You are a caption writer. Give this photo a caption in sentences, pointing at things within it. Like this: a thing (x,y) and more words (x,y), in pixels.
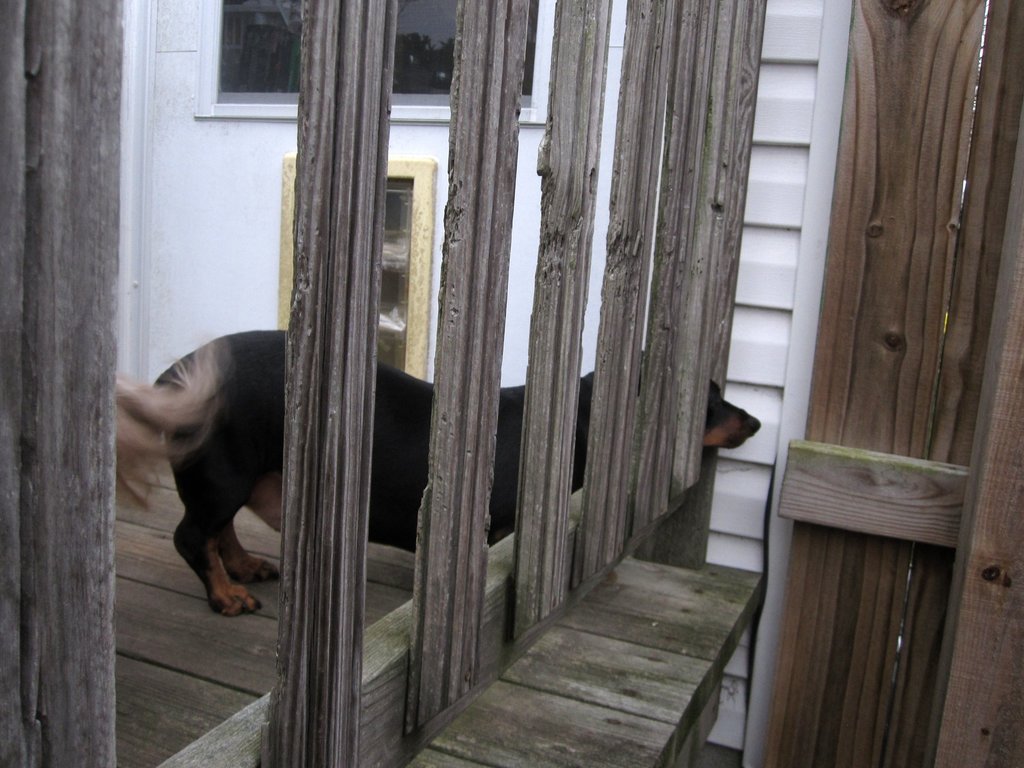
In the foreground of the picture (562,136) there is a wooden construction (614,495). In the center of a picture there is a dog (408,417). At the top (430,59) there is a glass window (436,80) and wall (164,51) painted white.
